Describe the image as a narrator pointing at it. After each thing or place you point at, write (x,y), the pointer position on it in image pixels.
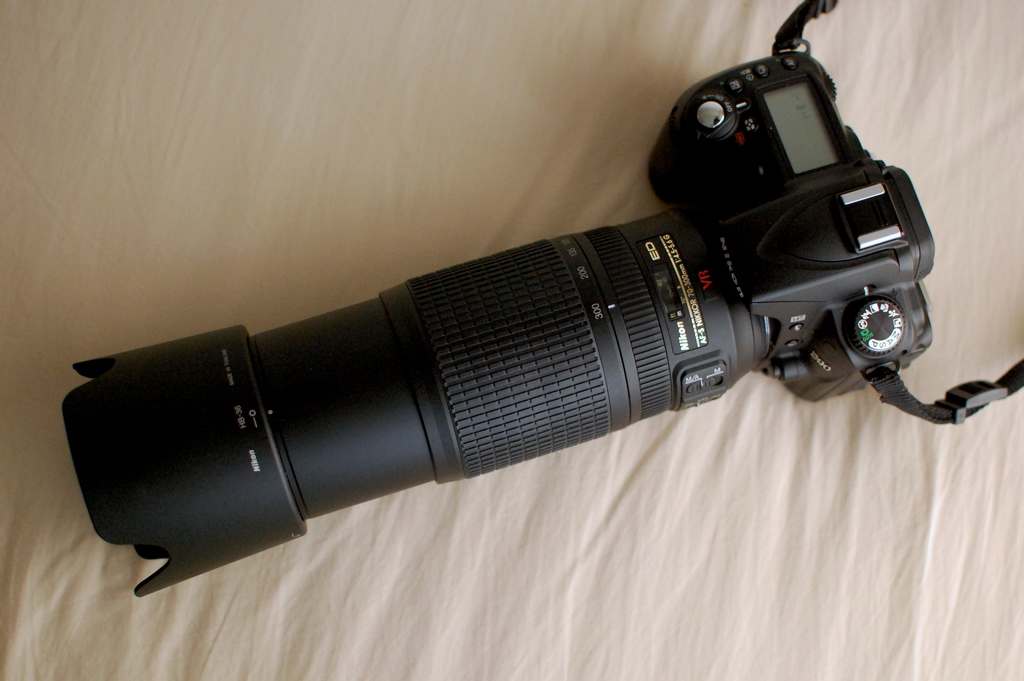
In this image there is a camera (323,345) on the cloth (192,259).
